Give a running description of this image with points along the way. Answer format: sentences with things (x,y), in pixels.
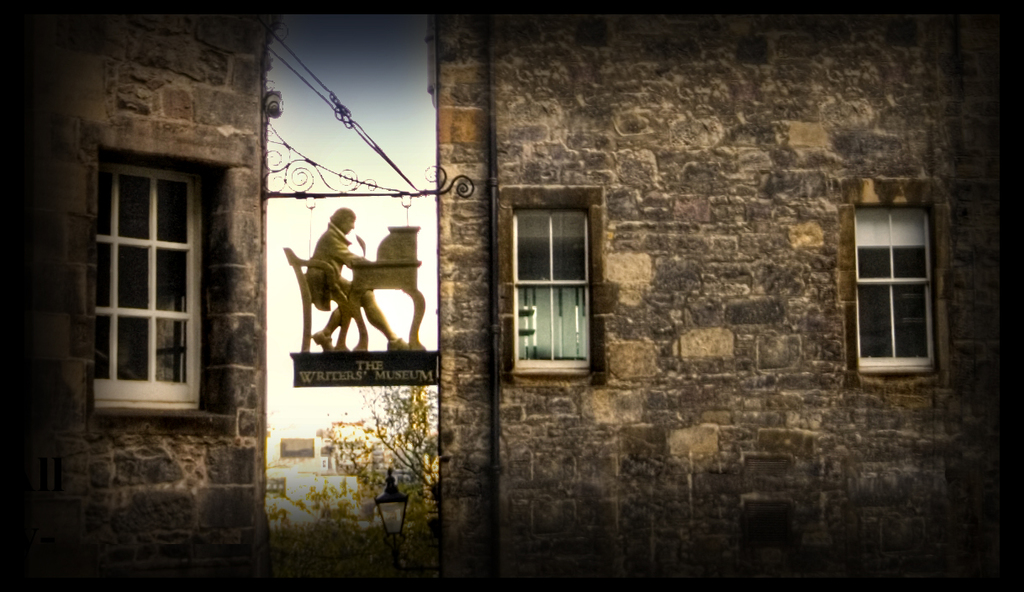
In this picture there is a statue (306,303) of a person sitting on a chair (348,303) on a board (398,359), in front of him we can see a table (396,245). We can see light (397,499) attached to a pole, wires (349,126), buildings (615,150), windows (528,285) and trees (369,488). In the background of the image (404,148) we can see the sky (404,148).
